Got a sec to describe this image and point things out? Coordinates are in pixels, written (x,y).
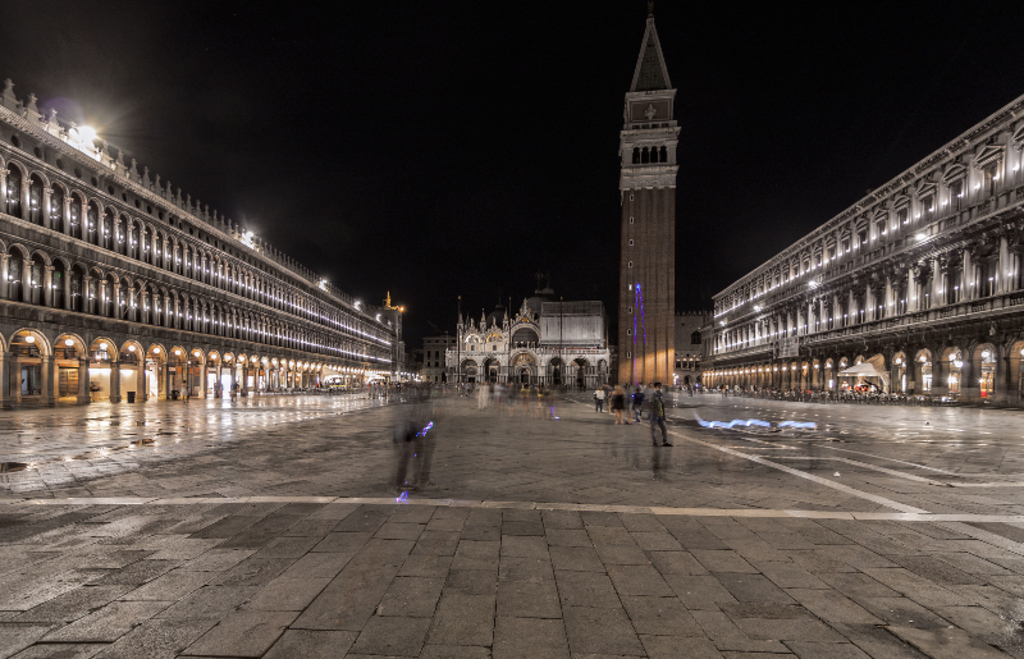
In this picture we can see buildings (620,347), there is a tower (640,267) in the middle (643,239), we can also see some people (633,410) in the middle (623,398), on the left side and right side there are some lights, we can see the sky (364,137) at the top of the picture (372,126).
